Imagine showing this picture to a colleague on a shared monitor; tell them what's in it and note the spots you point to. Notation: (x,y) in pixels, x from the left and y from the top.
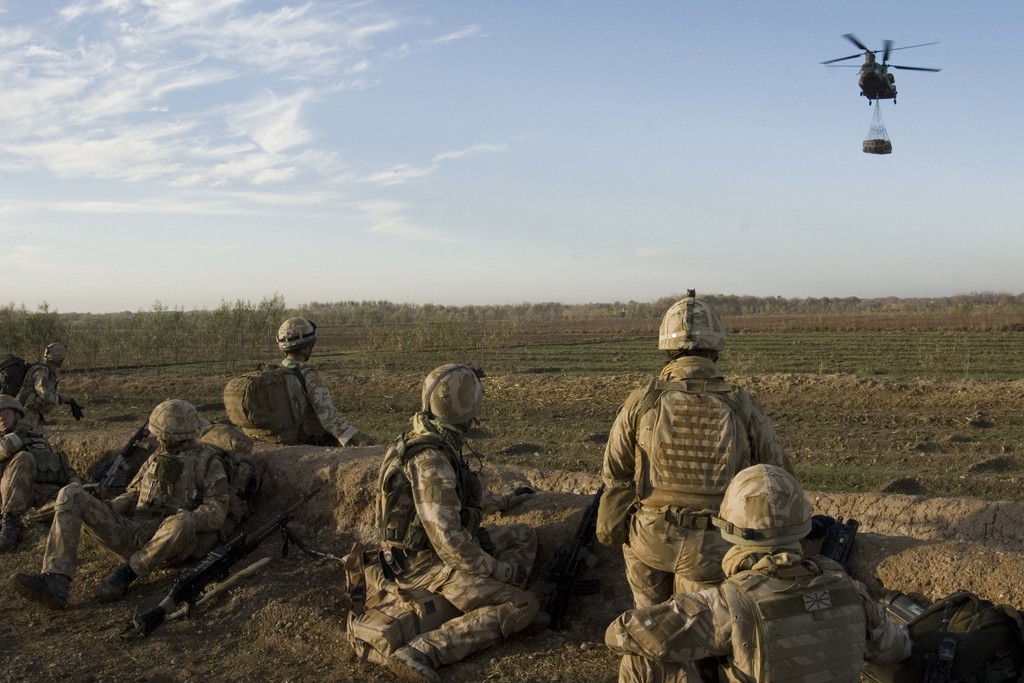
In this image I can see few persons (418,526) wearing uniforms (382,567) are sitting on the ground (302,592) and I can see a gun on the ground (242,610). In the background (783,193) I can see few plants (214,346), an aircraft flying in the air (786,58) and the sky (408,100).
